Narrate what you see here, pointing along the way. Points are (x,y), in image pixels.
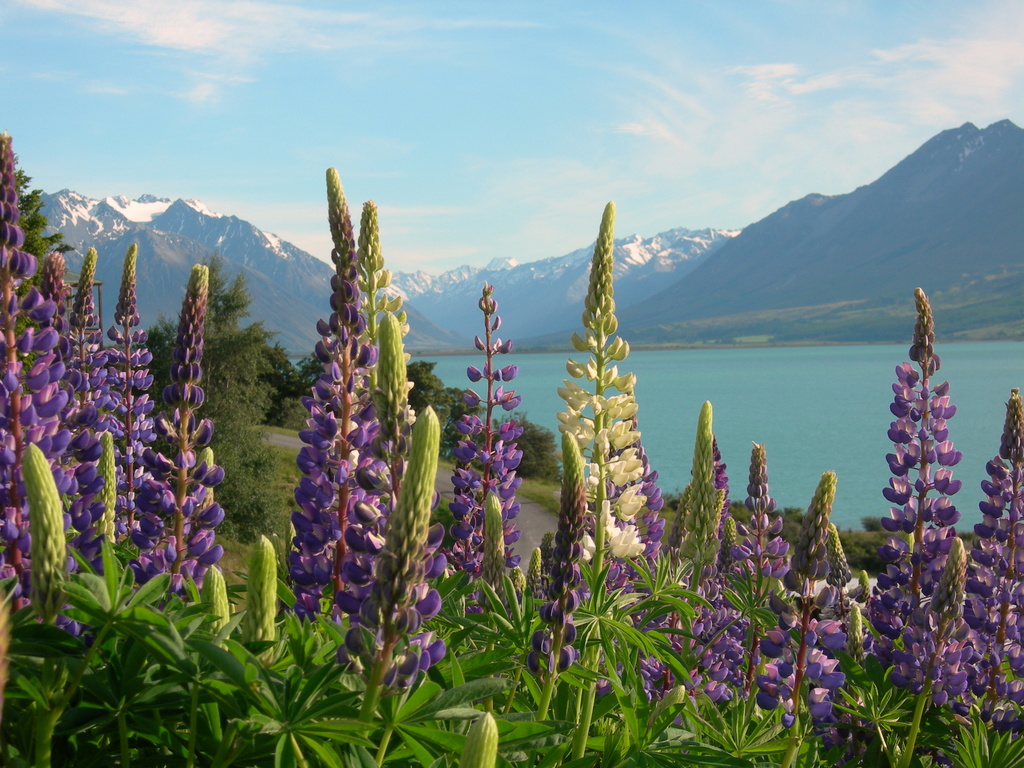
In this picture there are few flowers (769,605) which are in violet and white color and there are trees (249,427) behind them and there are mountains (680,284) and water (714,360) in the background (658,322).
